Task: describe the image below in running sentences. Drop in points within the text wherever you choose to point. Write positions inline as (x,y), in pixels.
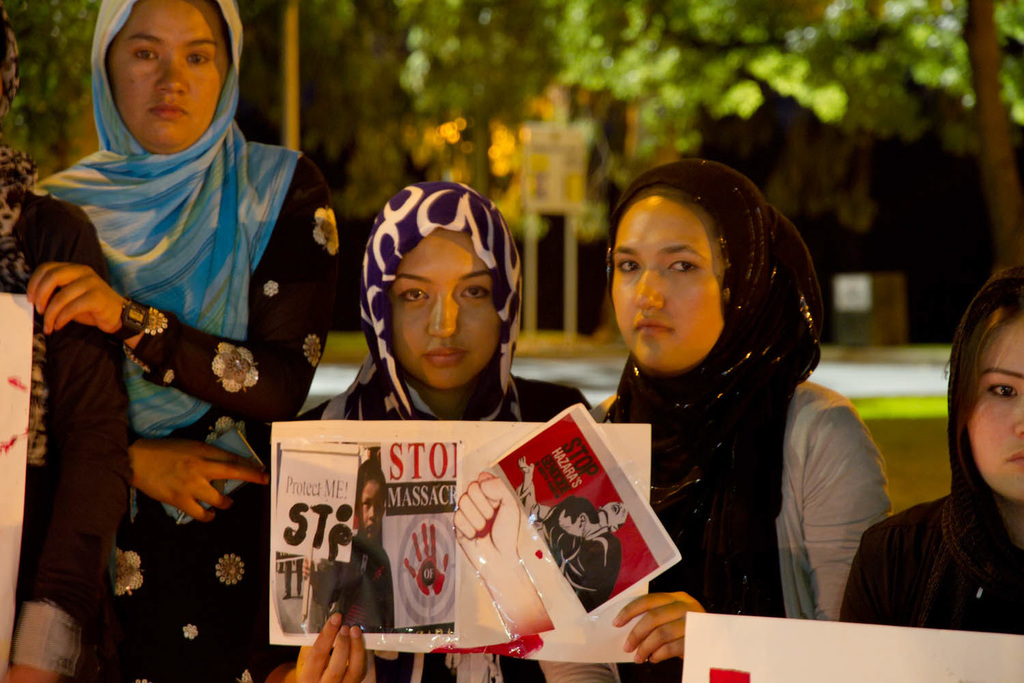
In the center of the image (422,285), we can see people (321,301) holding boards (440,586) in their hands (688,593) and in the background (673,92), there are trees (700,113) and a board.
